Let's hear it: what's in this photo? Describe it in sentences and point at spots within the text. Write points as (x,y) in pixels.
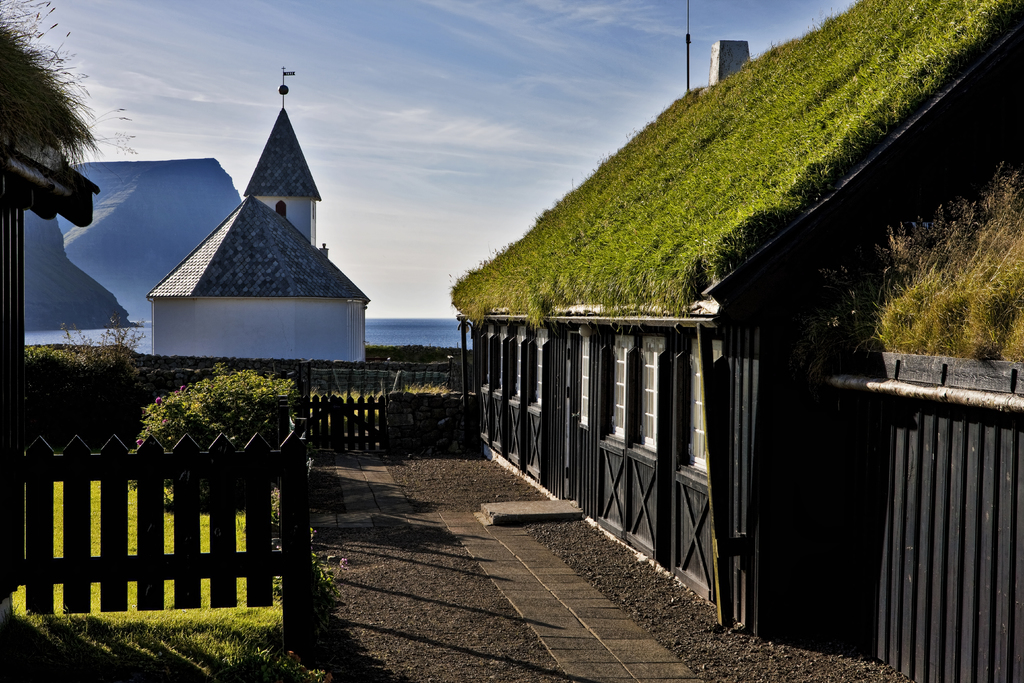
This is the path (399,542) and on the left (308,525) we can see fence (226,458), grass (62,530) and on the right (744,300) there is a house (603,414), windows (622,377) and grass (770,160) on the roof (854,298). In the background (225,283) we can see a church (240,238), roof (231,253), poles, mountains (137,253), water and clouds (138,106) in the sky (443,158).
